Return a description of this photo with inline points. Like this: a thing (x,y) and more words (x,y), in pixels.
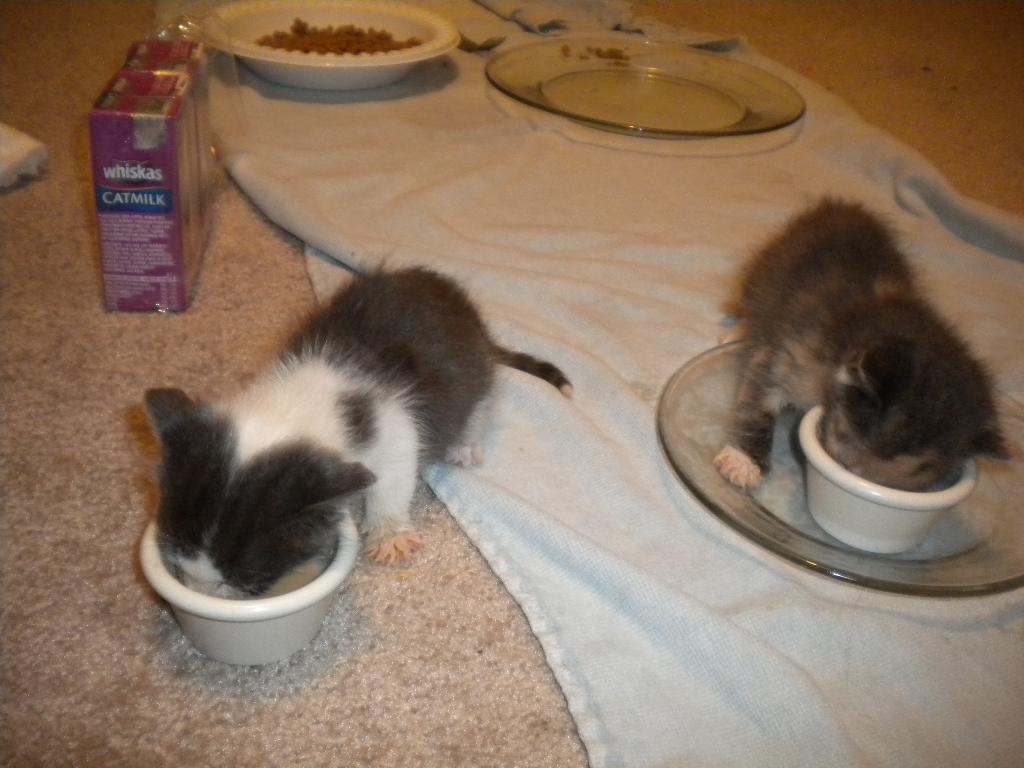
In this image on the floor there is a carpet (380,590), plates (234,47). Here is a packets (157,254). Two cats (322,461) are eating.
